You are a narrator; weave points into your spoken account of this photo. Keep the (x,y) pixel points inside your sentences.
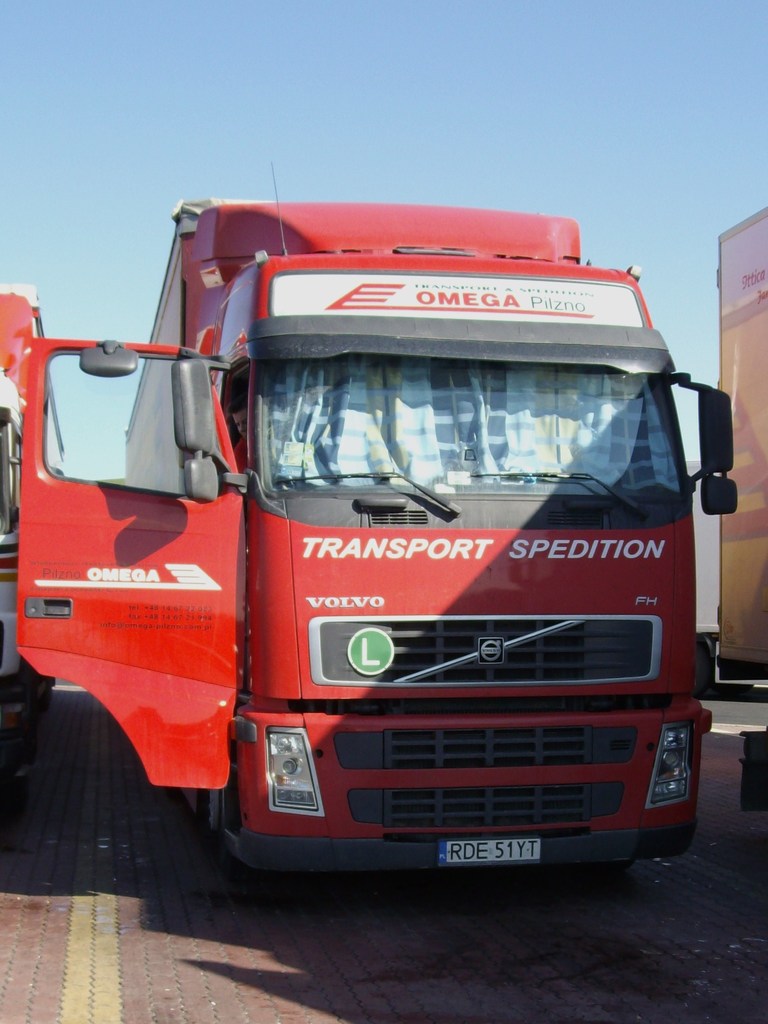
In this picture there is a vehicle (362,555) which is in red color which has some thing (526,551) written on it and there is another vehicle (11,426) beside it.
